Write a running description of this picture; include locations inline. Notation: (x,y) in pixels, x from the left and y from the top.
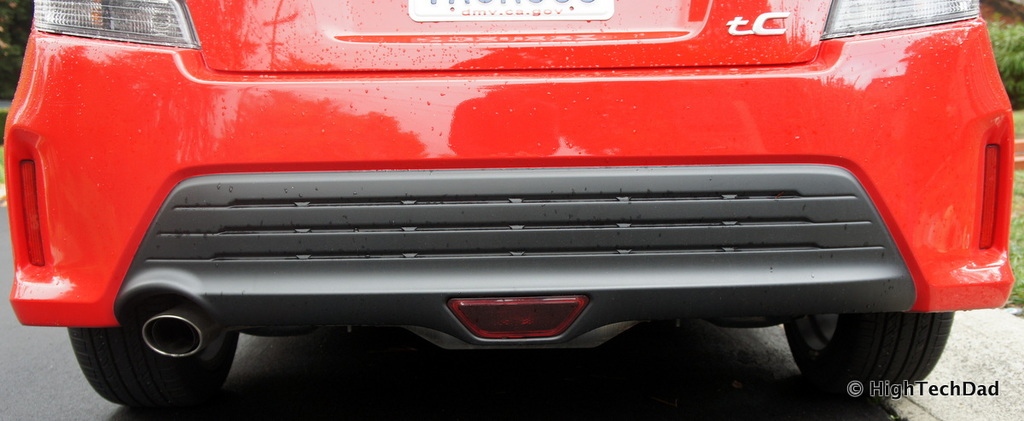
In this image we can see a vehicle (560,231). On the vehicle (542,243) we can see some text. In the bottom right (915,384) we can see some text (886,393). On the right side (997,55), we can see grass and plants (1004,43).
